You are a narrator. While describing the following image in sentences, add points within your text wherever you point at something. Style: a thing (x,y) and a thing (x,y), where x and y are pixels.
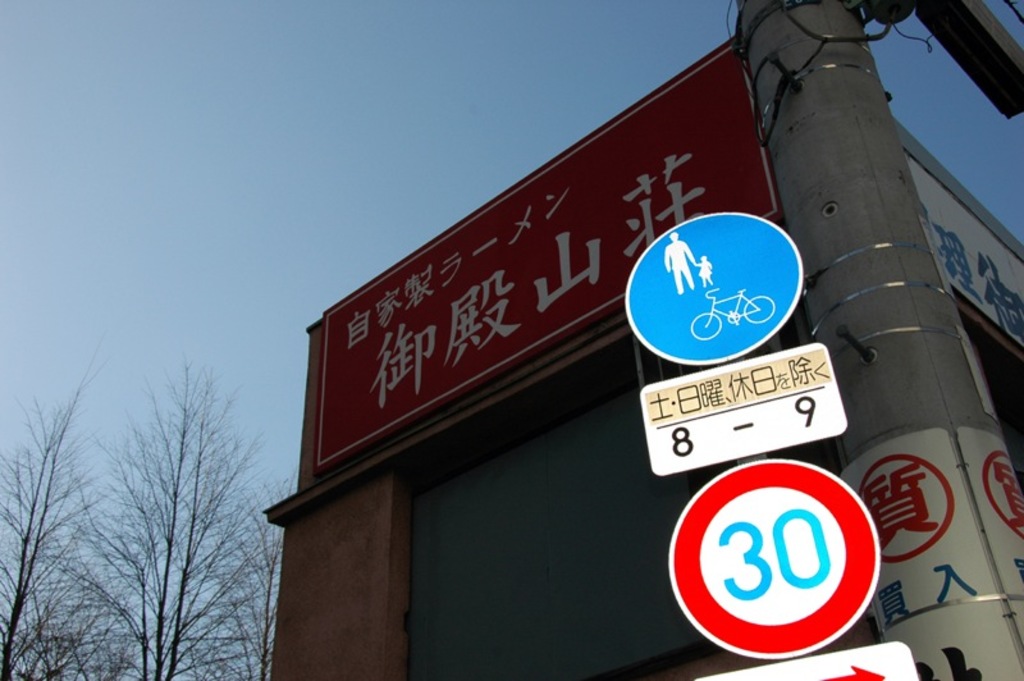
In the picture we can see a building (324,643) with a glass (524,672) to it and on the top of the building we can see a board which is red in color and written something on it and near to the building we can see a pole (884,185) with speed limit board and some other boards (772,676) and on the left hand side of the building (349,665) we can see some dried trees (233,654) and behind it we can see a sky (7,123).
